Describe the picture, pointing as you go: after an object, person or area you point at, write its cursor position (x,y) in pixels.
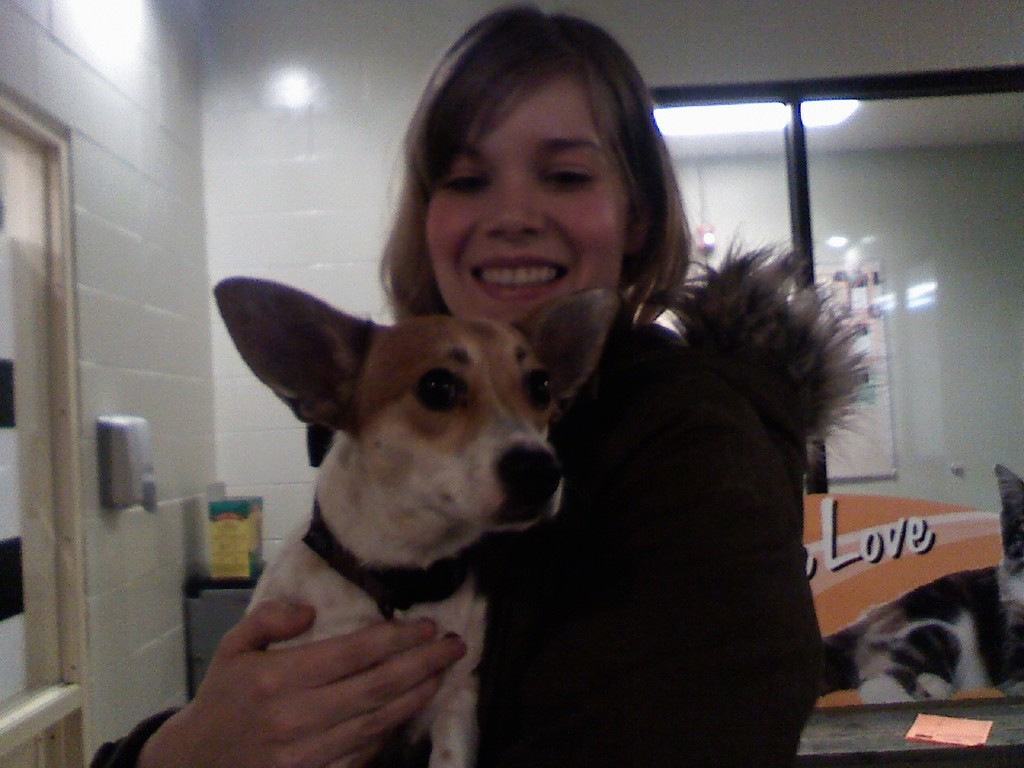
In the center of the image (640,370) there is a woman (522,631) standing and holding a dog (412,535). In the background (818,17) there is a wall (735,47), window (718,196) and some objects (188,575).
